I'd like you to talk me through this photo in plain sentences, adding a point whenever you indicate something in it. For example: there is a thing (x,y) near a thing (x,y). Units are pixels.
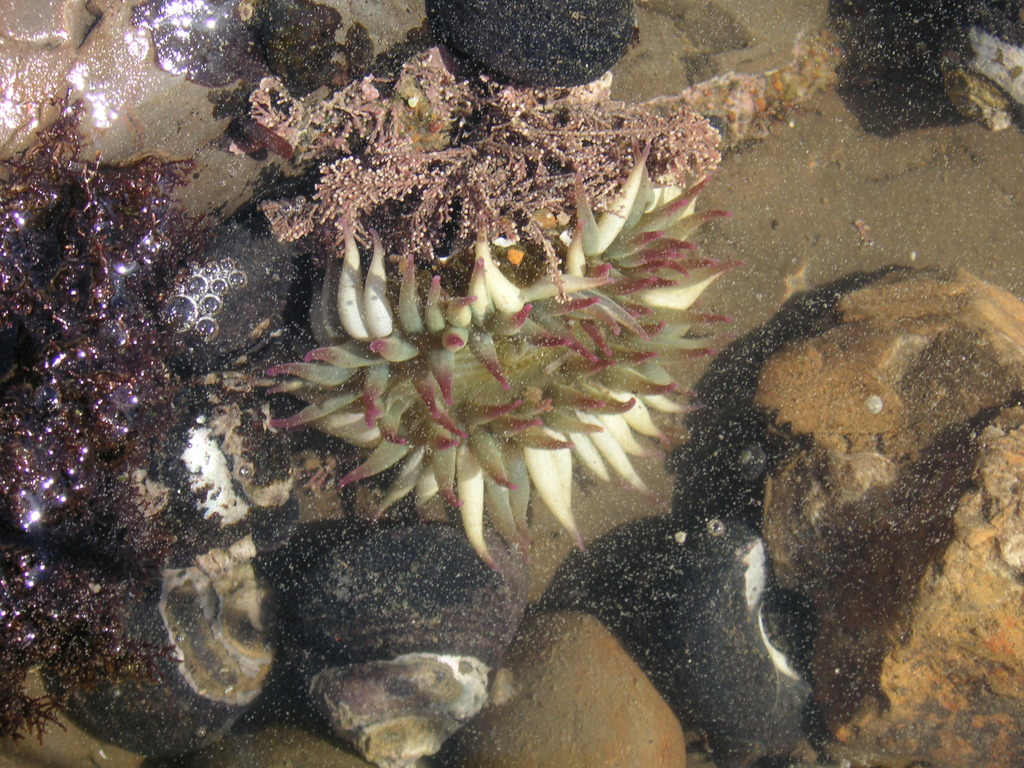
In this image I can see few aquatic plants (495,224) in different colors. I can see few stones (607,701) and the water (908,256).
